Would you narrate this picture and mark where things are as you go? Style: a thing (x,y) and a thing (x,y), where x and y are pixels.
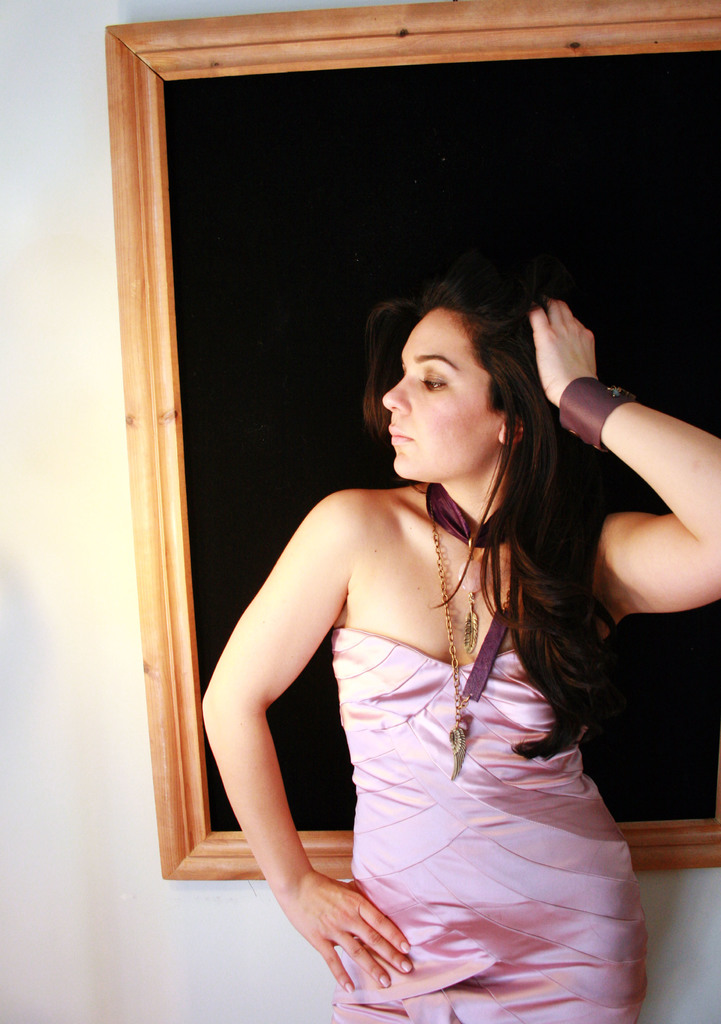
In this picture we can see a woman (446,875) standing, in the background (78,517) there is a wall (127,632), we can see a frame (153,145) on the wall (196,11).
